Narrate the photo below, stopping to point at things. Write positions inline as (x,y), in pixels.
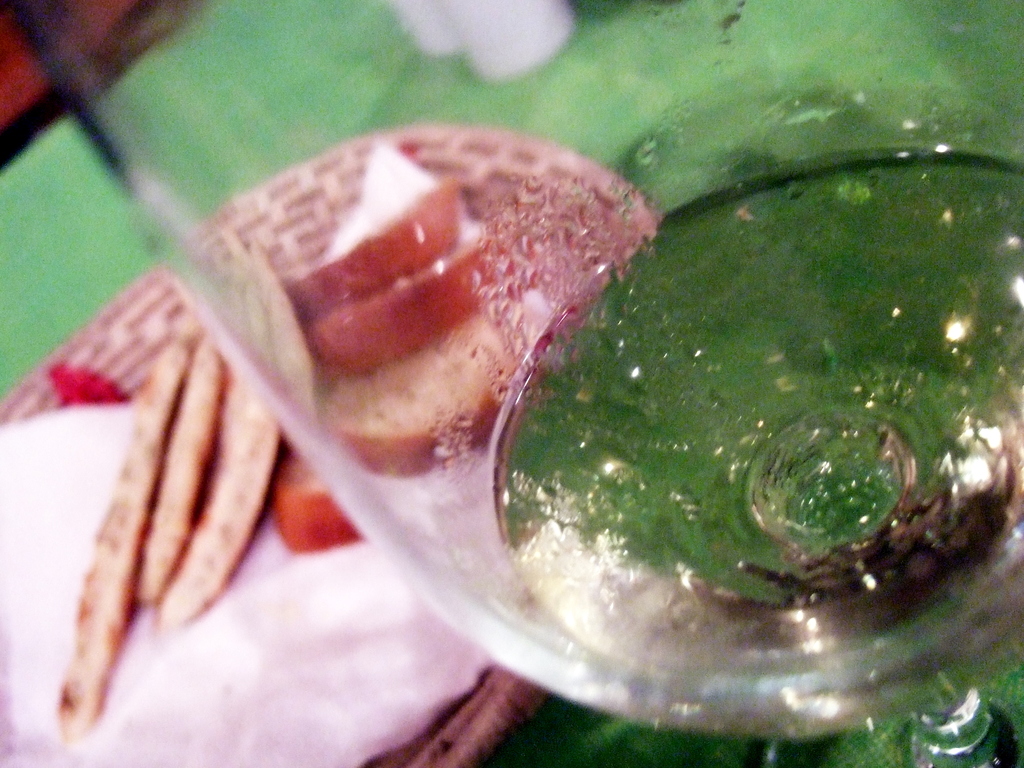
Here I can see a glass (718,468) and a plate (152,319) which consists of some food items (156,573). These are placed on a green surface (89,256).
